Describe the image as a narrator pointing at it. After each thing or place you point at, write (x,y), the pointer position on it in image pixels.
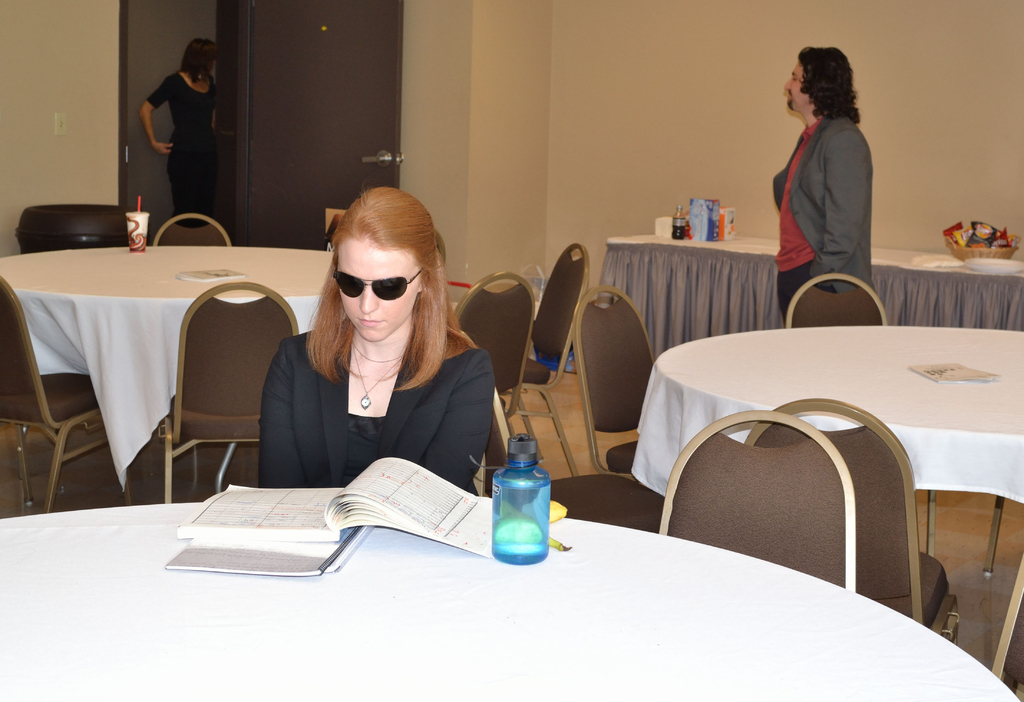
In this picture there is a woman (468,423) in the center (370,451) besides a table (275,583). On the table (394,558) there are books (419,502) and bottle (526,452). She is wearing a black blazer (420,433) and black goggles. The room (642,258) is filled with the empty chairs (733,423) and tables (933,447). Towards the right (824,213) there is a man (811,208), he is wearing a red t shirt (787,191) and grey blazer (864,191). He is staring at another woman (197,109), she is wearing a black dress (211,117). Besides the wall (752,194), there is a table (728,251), on the table (740,251) there are bottles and snacks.
